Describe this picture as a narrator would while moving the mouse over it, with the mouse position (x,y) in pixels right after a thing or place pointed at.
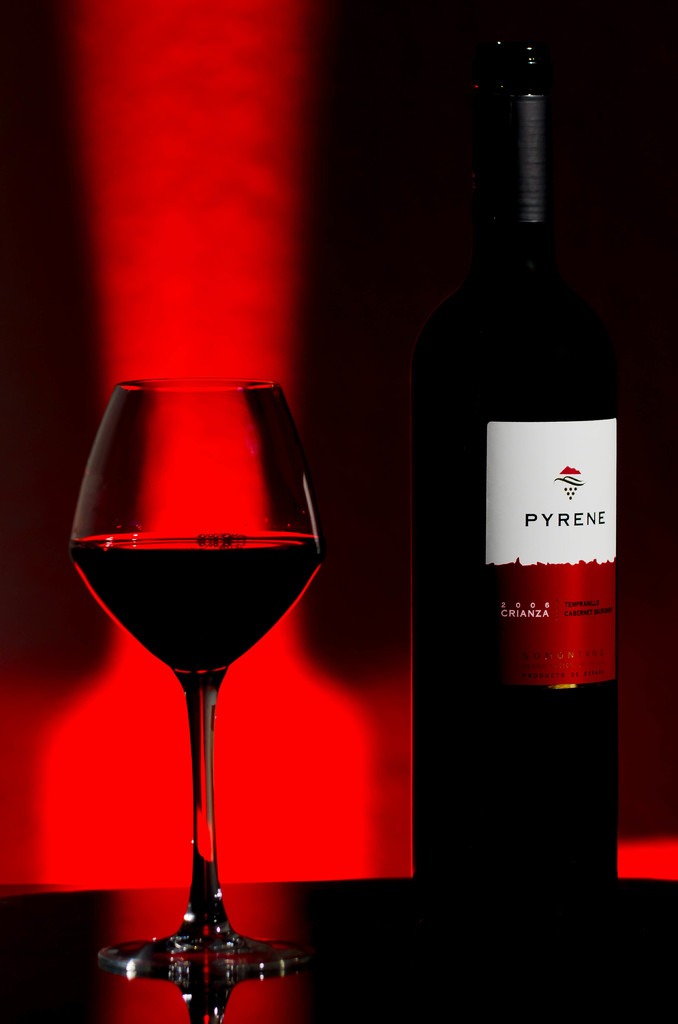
In this image in the front (205,571) there is a glass (215,587) and there is a bottle (566,500) with some text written on it.
